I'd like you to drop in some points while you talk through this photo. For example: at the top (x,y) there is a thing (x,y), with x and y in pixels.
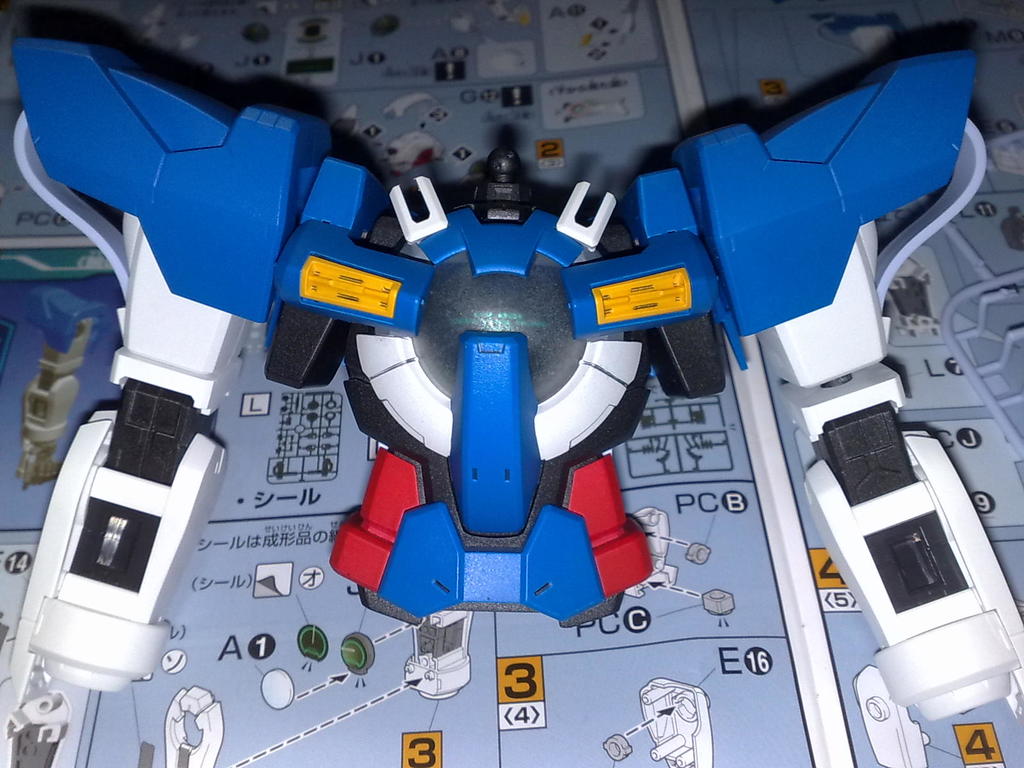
In this image I can see a blue and white colour thing (613,425). In background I can see something is written at few places.
